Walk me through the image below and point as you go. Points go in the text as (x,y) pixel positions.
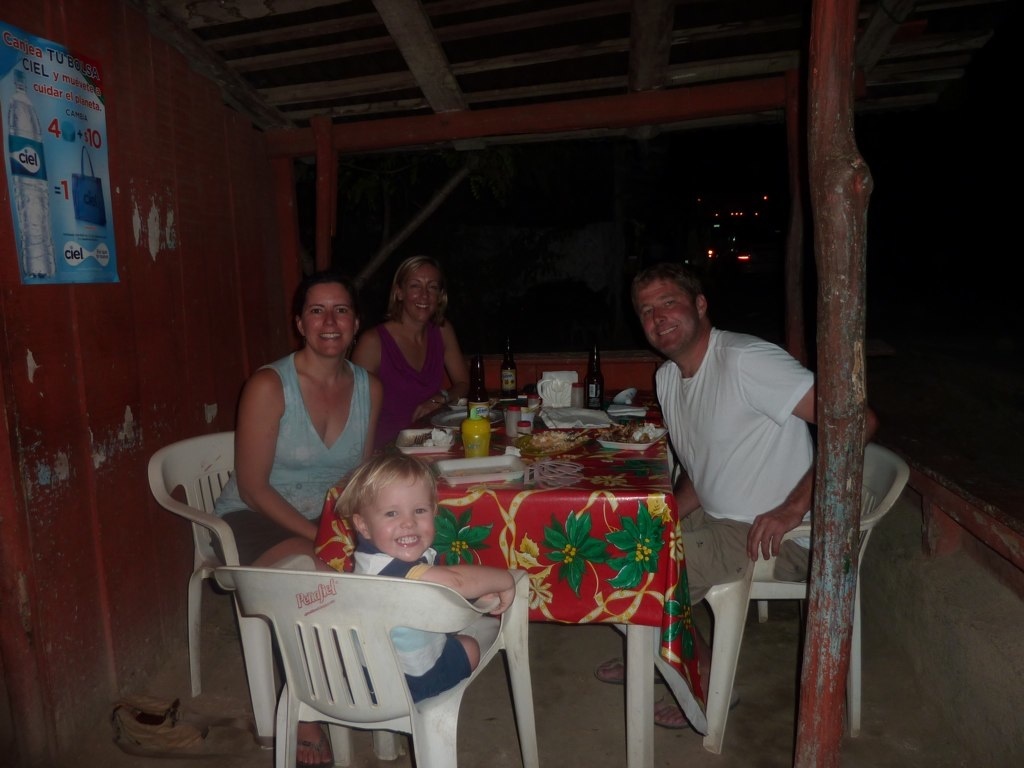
In this image I can see few people (404,424) are sitting on chairs (298,609). I can also see smile on their faces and I can see colour of these chairs (760,578) are white. Here I can see a table (555,517) and on it I can see few bottles (593,350), few plates (463,469) and few other stuffs (528,430). I can also see a poster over here and I can see this image is little bit in dark from background (409,189).
